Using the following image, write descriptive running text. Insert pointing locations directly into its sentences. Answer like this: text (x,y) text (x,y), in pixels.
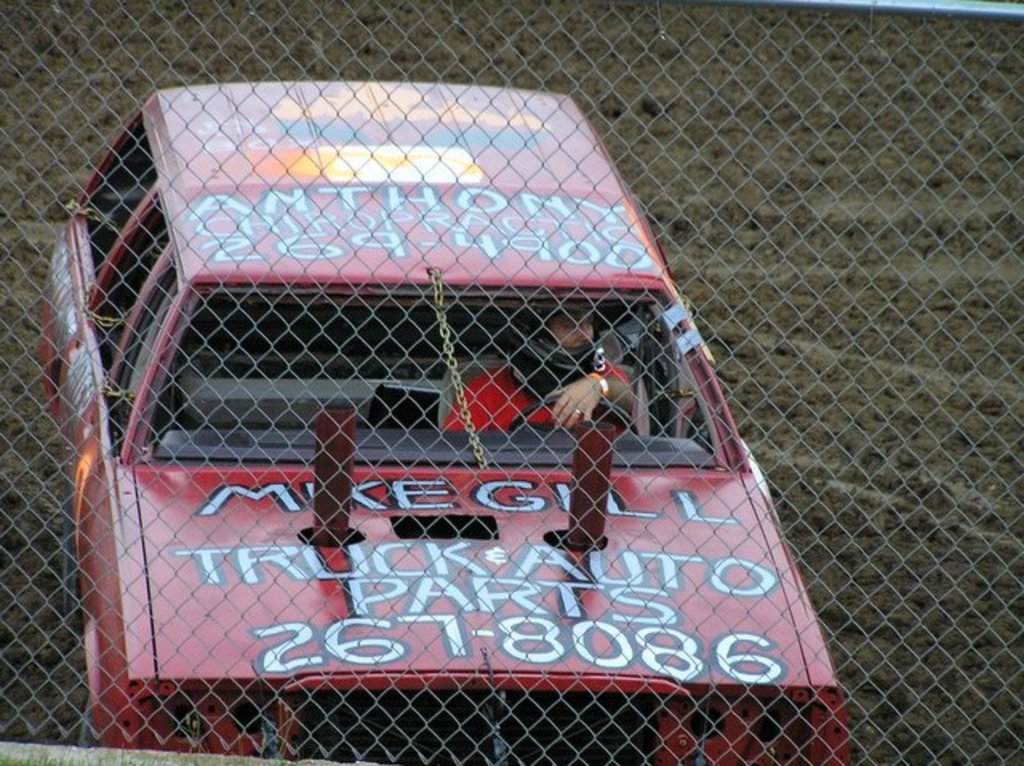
In this image we can see a person (481,380) driving a car (347,333). In the foreground of the image (169,302) there is grill (48,568).
